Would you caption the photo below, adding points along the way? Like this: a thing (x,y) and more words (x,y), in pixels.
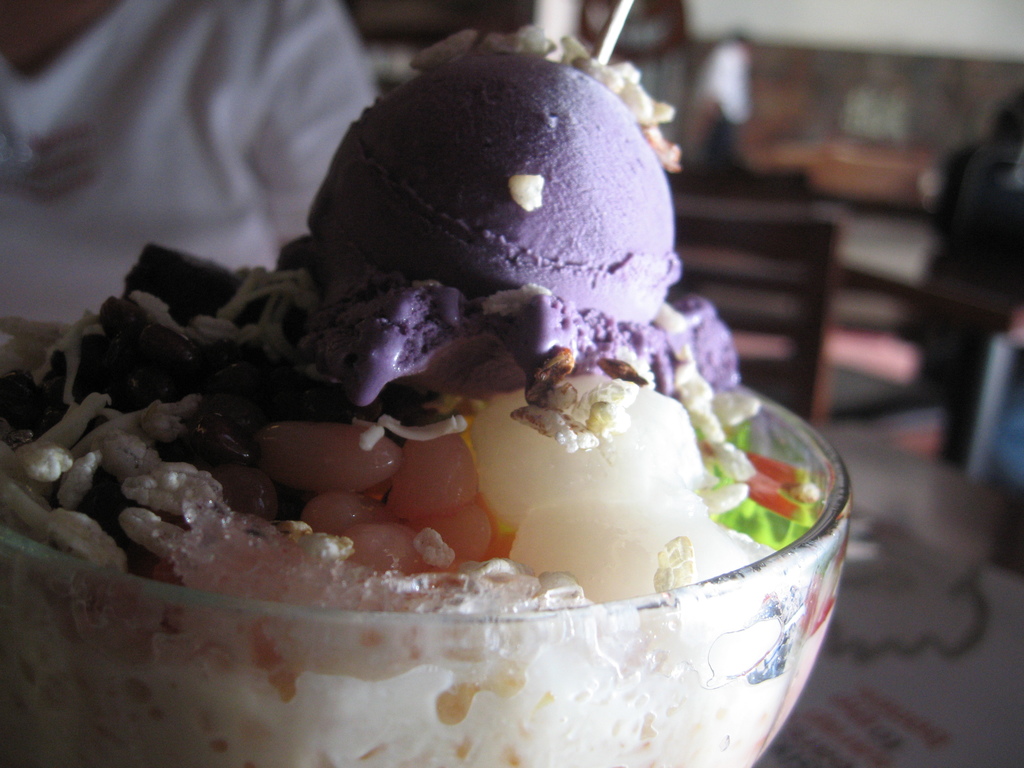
In the center of the image (476,270) there is a dessert (514,290) in a bowl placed on the table (853,678). In the background (836,338) we can see chair (783,297), table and person (167,130).
